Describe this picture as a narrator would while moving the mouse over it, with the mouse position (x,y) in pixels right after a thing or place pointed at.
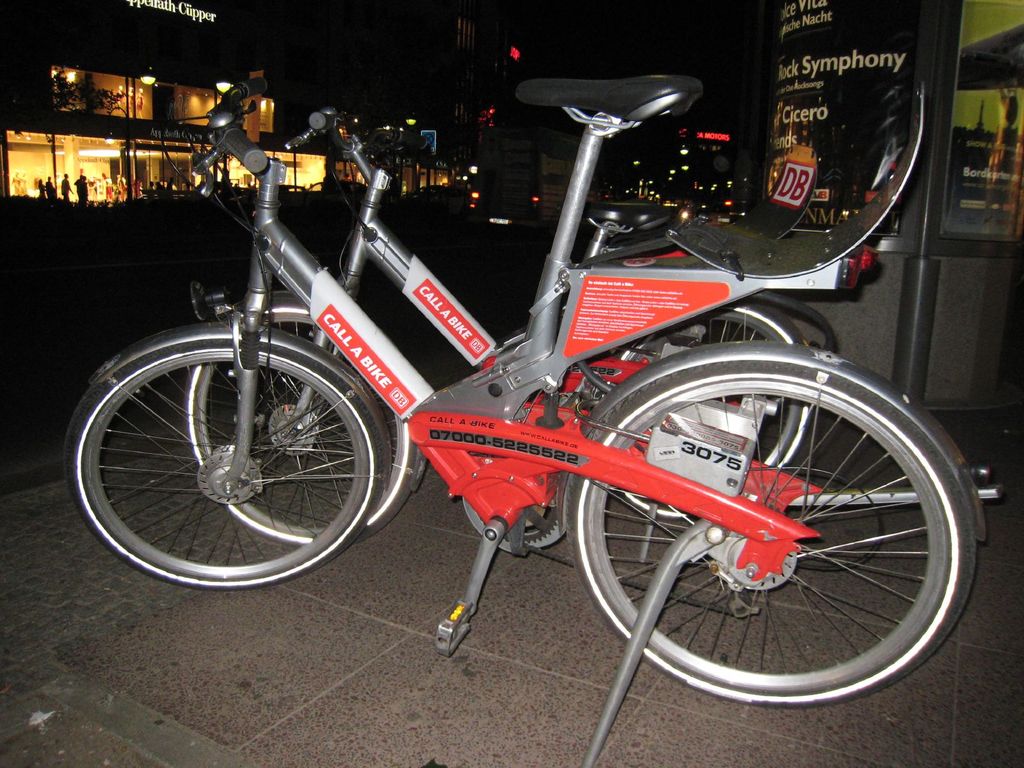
Here I can see two bicycles (462,404) on the floor (251,697). In the background (57,167), I can see few lights (657,186), buildings (95,121) and few people (65,194) in the dark.
